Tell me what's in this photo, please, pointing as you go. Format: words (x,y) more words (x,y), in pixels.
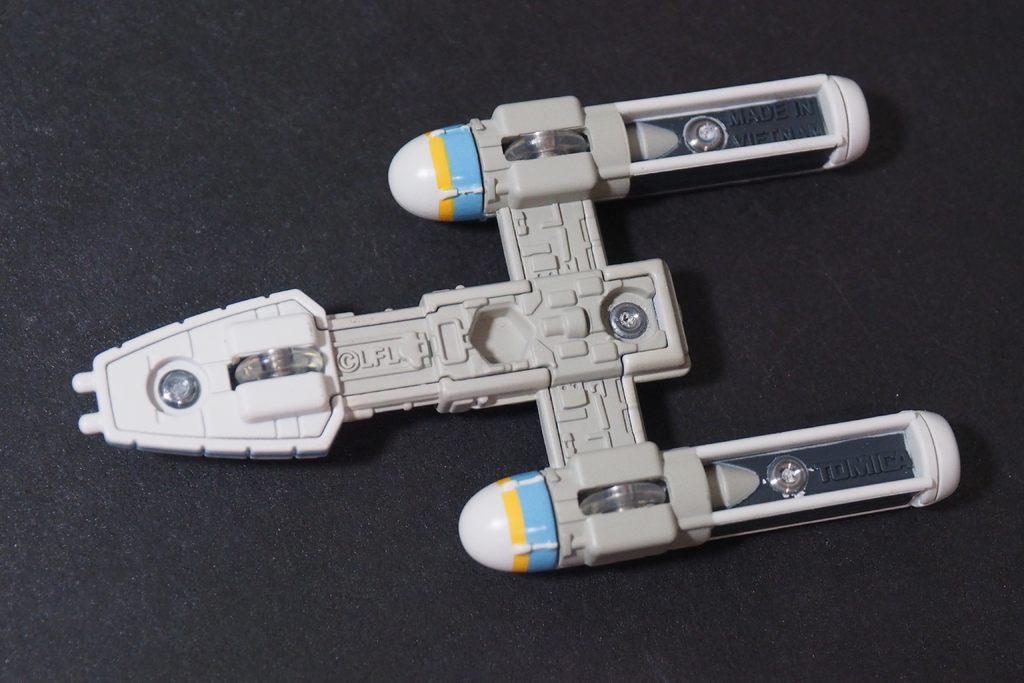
In this picture we can see a white object (409,325) on a black surface (73,516).
